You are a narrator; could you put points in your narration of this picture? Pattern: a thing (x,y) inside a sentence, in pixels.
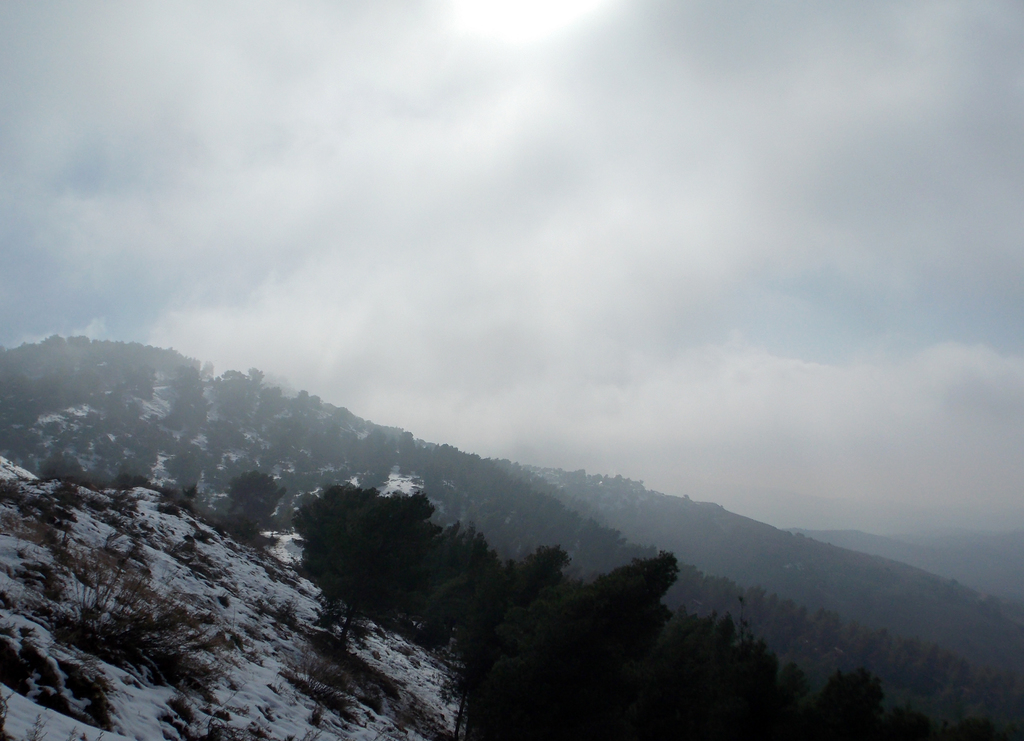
In this image I can see few mountains (155,488), some snow (245,678) and few trees (344,586) on the mountains (225,549) and in the background (530,188) I can see the sky (606,189).
